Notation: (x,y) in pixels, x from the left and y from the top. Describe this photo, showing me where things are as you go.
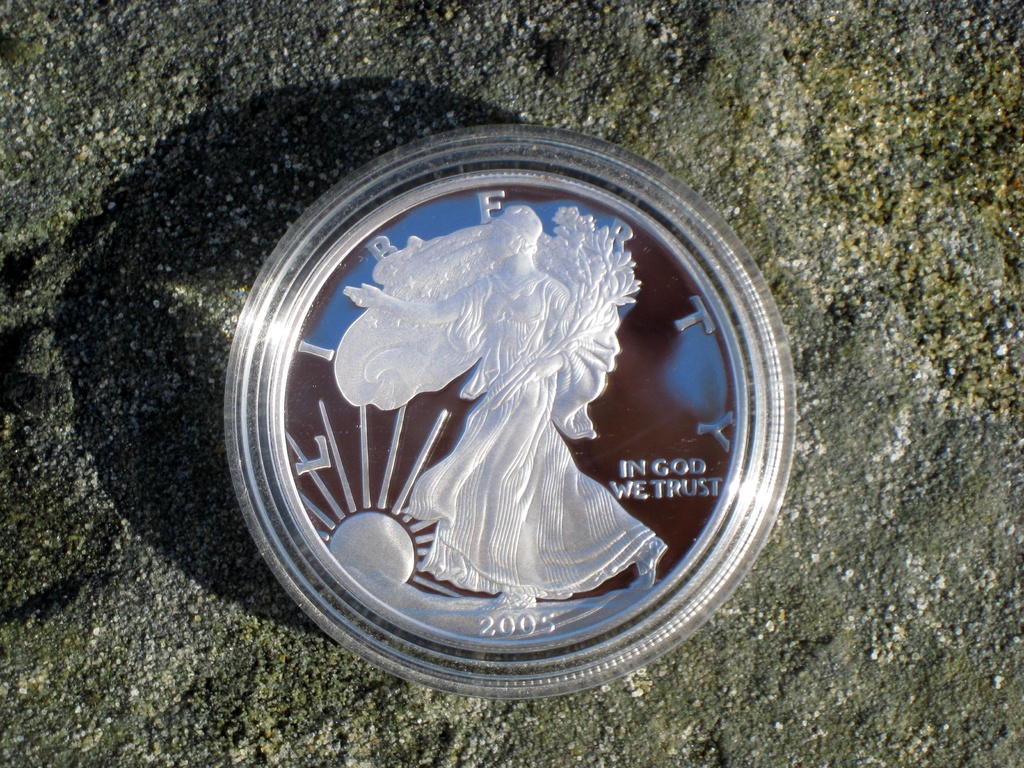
In this image we can see a coin (303,415) on the wall (12,479), in the coin (600,443) we can see the text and images (531,432).
